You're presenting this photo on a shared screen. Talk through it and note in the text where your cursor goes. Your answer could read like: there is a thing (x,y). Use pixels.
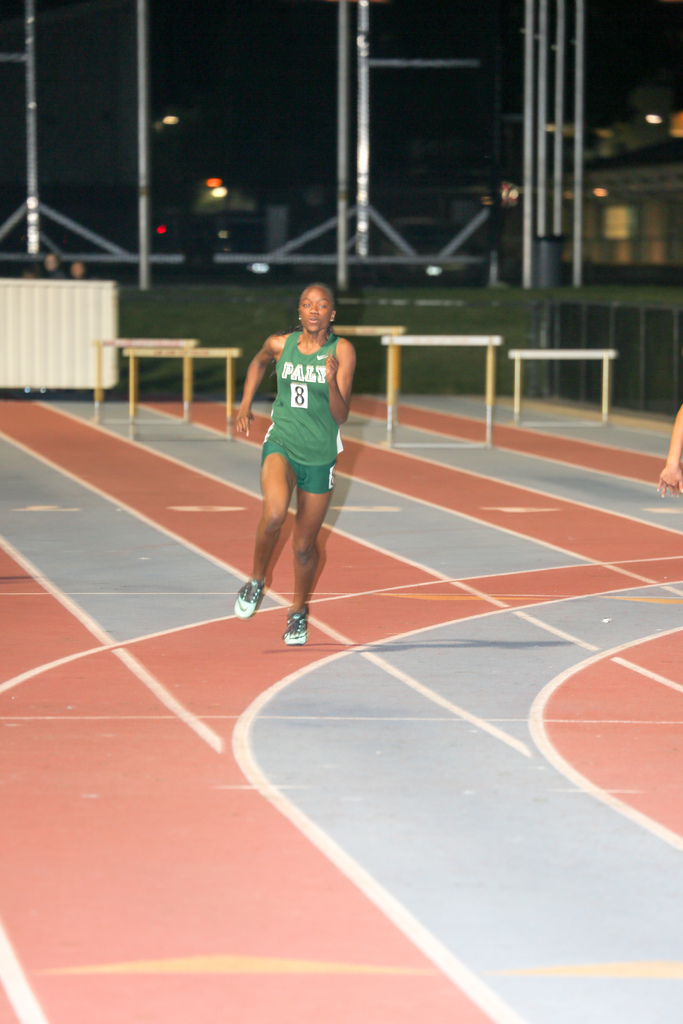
In this image we can see an athlete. In the background (440,125) there are iron grills (139,149), walls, sky (118,93) and electric lights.
